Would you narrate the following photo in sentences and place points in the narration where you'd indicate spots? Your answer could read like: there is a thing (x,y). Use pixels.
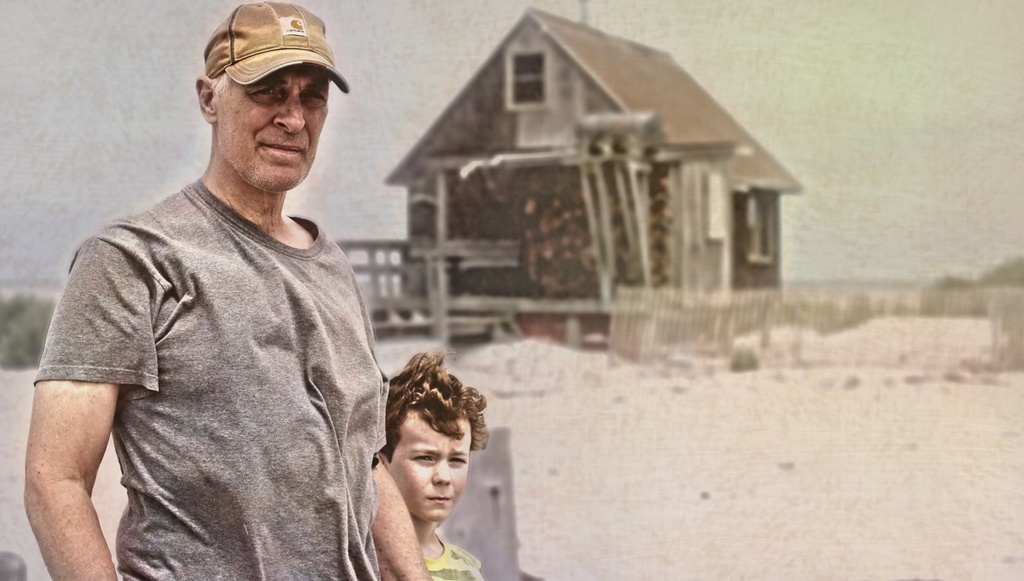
In this image we can see a man (299,400) and a child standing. On the backside (525,294) we can see the picture (560,339) of a house (514,305), the wooden fence (704,312), some plants (830,312) and the sky (809,228).
